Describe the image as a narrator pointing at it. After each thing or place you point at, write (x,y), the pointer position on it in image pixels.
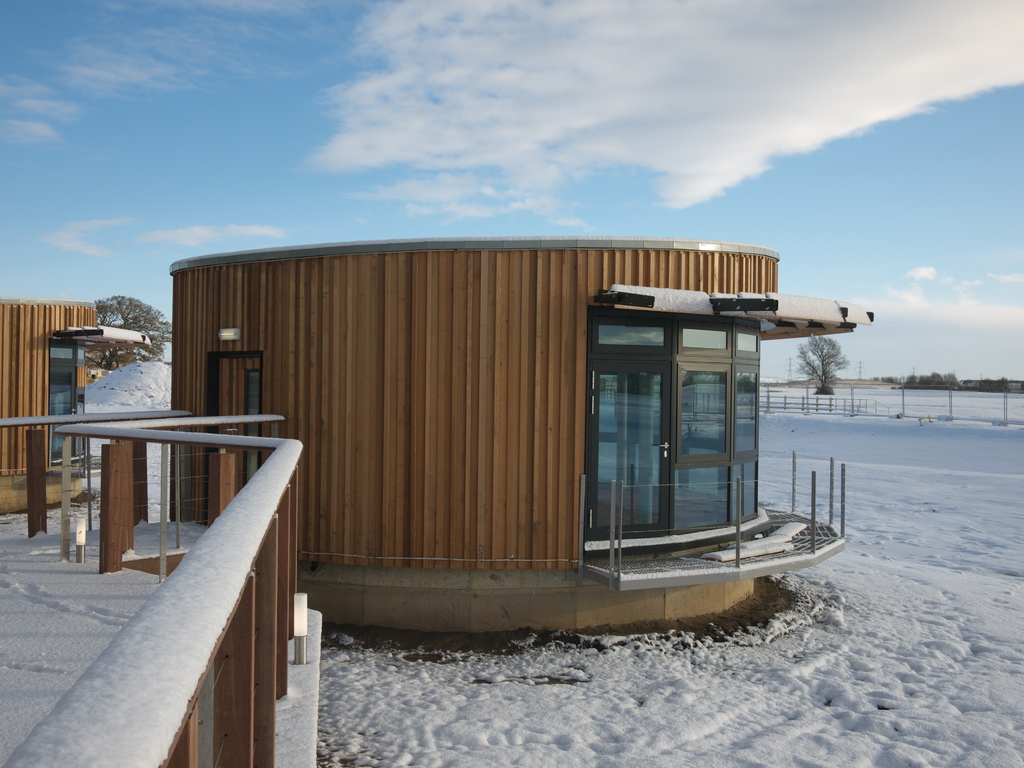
In this image we can see a house (406,442), there are some poles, trees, fence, doors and snow (884,588), in the background (378,158) we can see the sky (387,149).
